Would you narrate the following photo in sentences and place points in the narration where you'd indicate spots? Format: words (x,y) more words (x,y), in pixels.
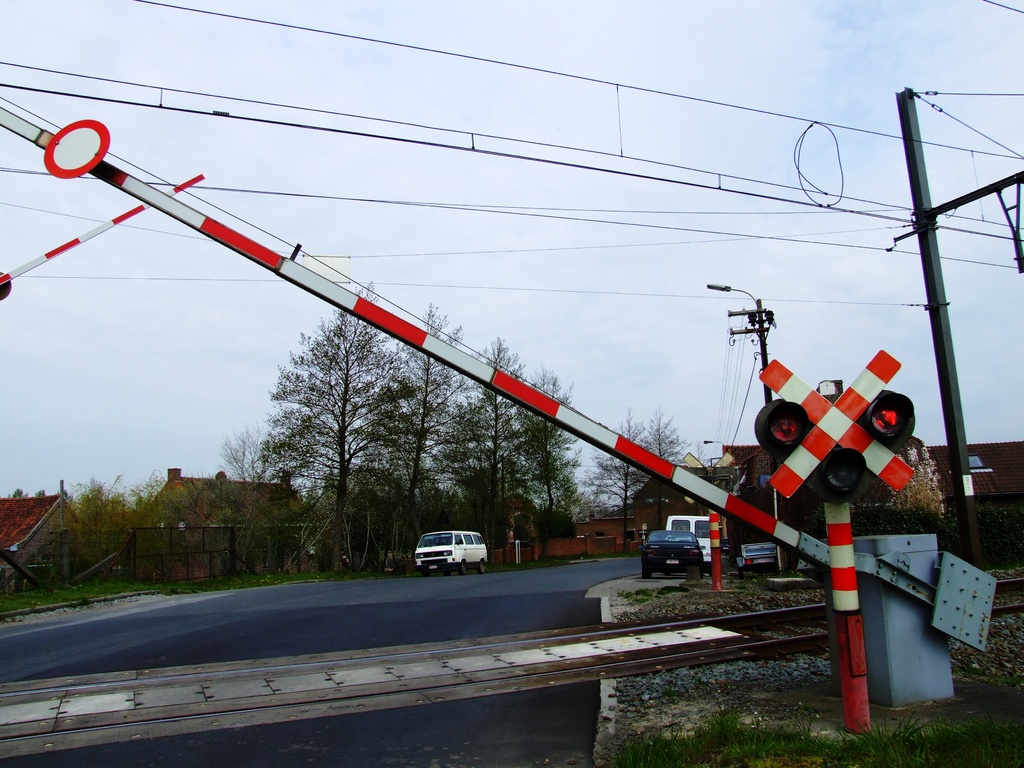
Here in this picture, in the front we can see railway track (4,737) present over a place and beside that on either side we can see railway gates (809,537) present and we can see vehicles (482,563) present on the road (595,578) and in the far we can see houses (199,499) present and in the far we can see the ground (72,586) is covered with grass (17,594), plants (304,569) and trees (470,449) and we can also see electric poles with wires (843,208) hanging and we can see light posts (746,325) present and we can see the sky (733,377) is cloudy.
